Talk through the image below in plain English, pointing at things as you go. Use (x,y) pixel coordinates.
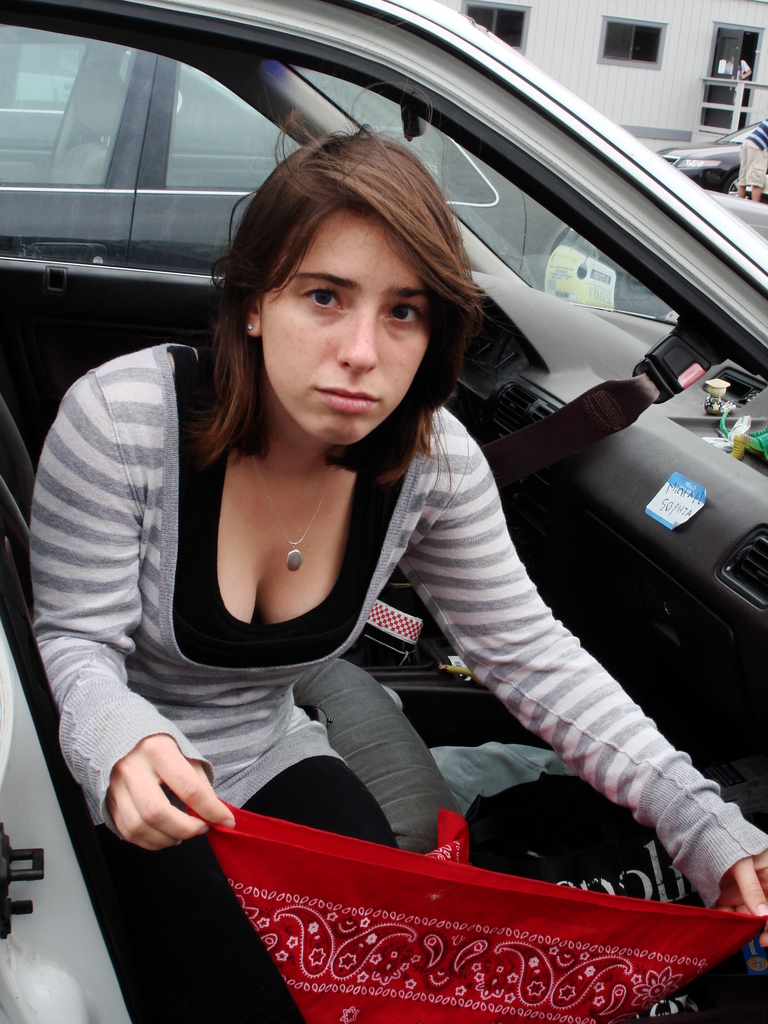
In this image i can see a woman (344,584) is holding a cloth (485,933) and sitting in a car (524,250).
